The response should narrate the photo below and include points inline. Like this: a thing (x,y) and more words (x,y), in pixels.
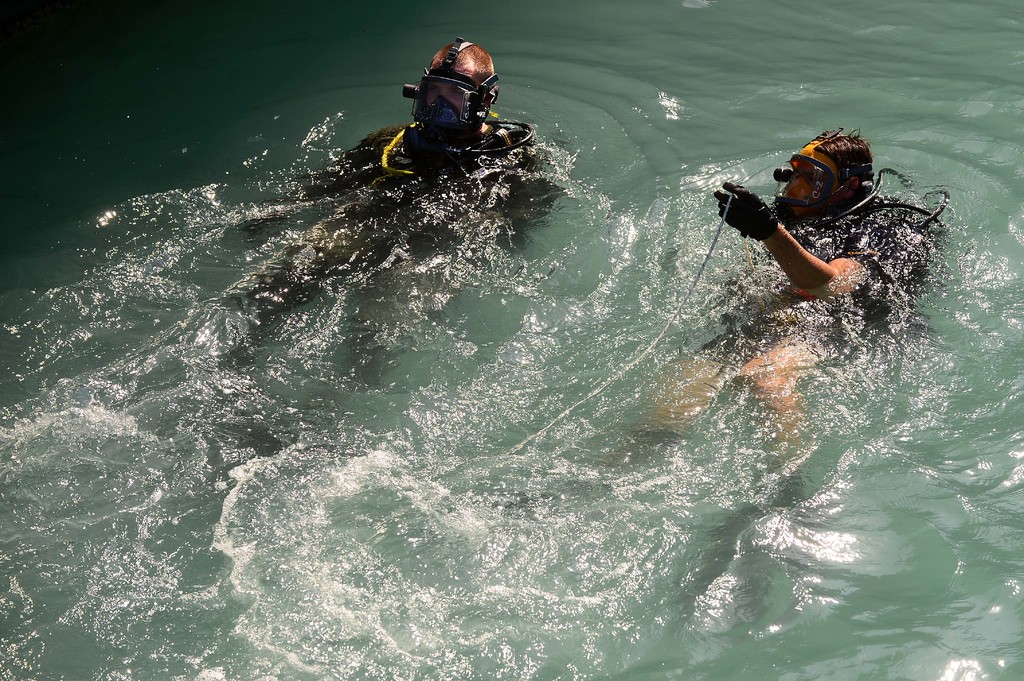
In this picture we can see some water (601,320). In the water (468,392) there are two persons (880,196).
